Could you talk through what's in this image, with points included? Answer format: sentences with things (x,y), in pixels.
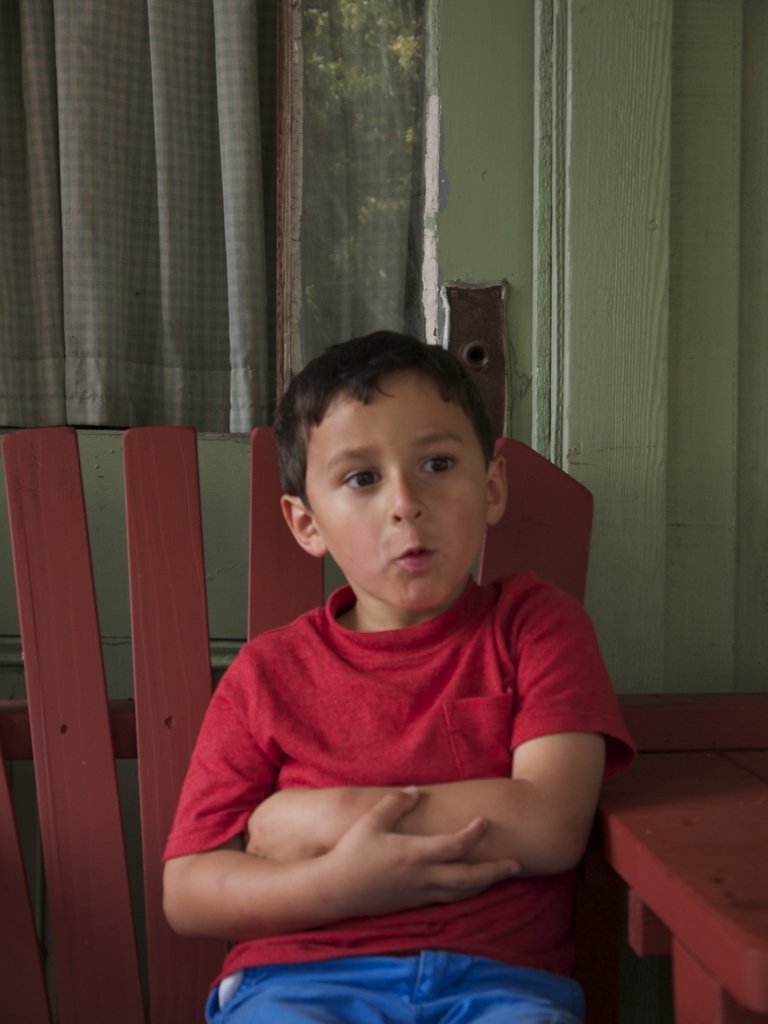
The picture is taken on a porch (204,527). A boy (220,726) is sitting on a chair (104,945). He is wearing a red t shirt (415,708) and a blue pant (390,979). In the background (526,265) there is green color wall (645,382) and grey color curtain (142,166).
